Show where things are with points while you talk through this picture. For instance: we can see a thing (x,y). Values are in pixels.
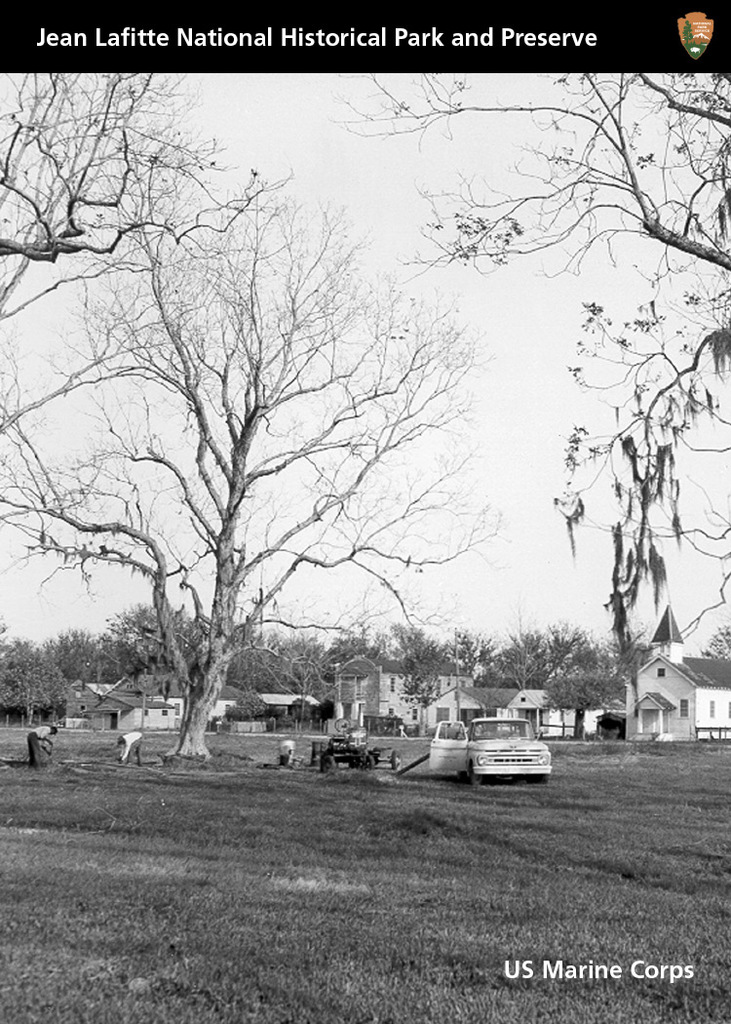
It is the black and white image in which there is a tree (303,633) in the middle (317,631) and there are houses (662,699) beside it. On the ground (576,780) there is a car (504,737) and a tractor (361,758) beside it. There are two people (120,737) working on the ground (175,788). At the top (492,313) there is sky (492,331).
